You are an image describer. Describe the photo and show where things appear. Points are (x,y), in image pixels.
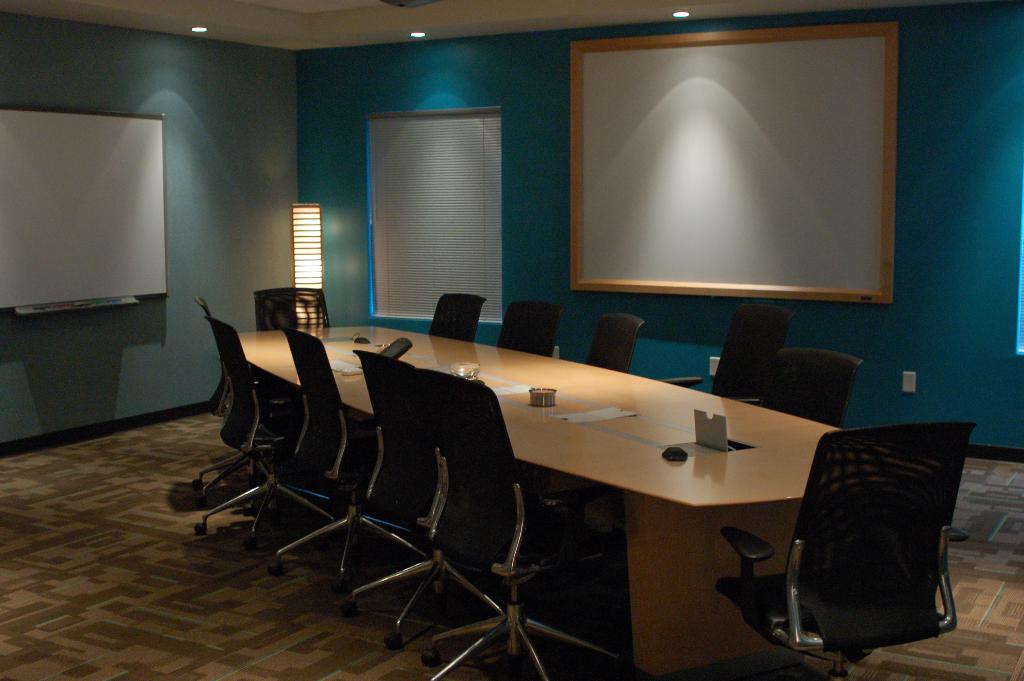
This is an inside view of a room (592,495). In the middle of the image (575,397) there is a table (637,466) on which few papers (588,415) and some other objects (665,457) are placed. Around the table (763,415) few empty chairs (832,552) are arranged. In the background (81,192) there are two white boards (721,180) attached to the wall (965,171) and also there is a window (432,215). At one corner of the room (328,224) there is a light (313,228). At the top of the image (200,25) I can see few lights (675,14) to the roof (450,16).
